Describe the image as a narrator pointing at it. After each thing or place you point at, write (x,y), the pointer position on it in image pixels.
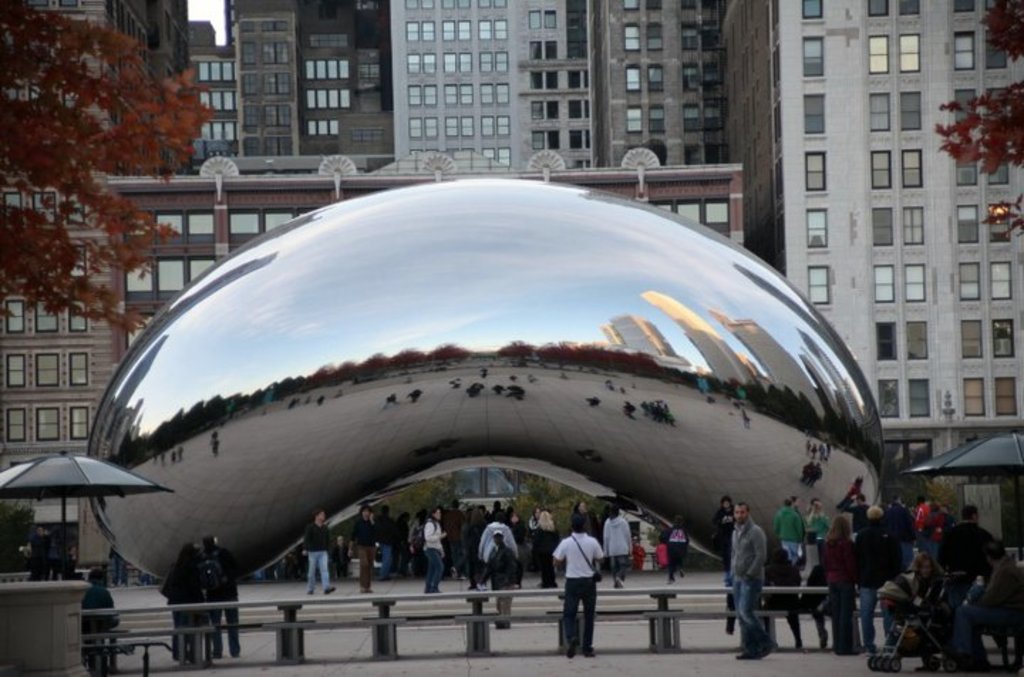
There are people (402,522) and we can see umbrellas (977,470). On this glass (870,432) we can see reflection (415,354) of people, trees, buildings (641,335) and sky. We can see trees (2,133). In the background (378,96) we can see buildings (413,77) and sky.
